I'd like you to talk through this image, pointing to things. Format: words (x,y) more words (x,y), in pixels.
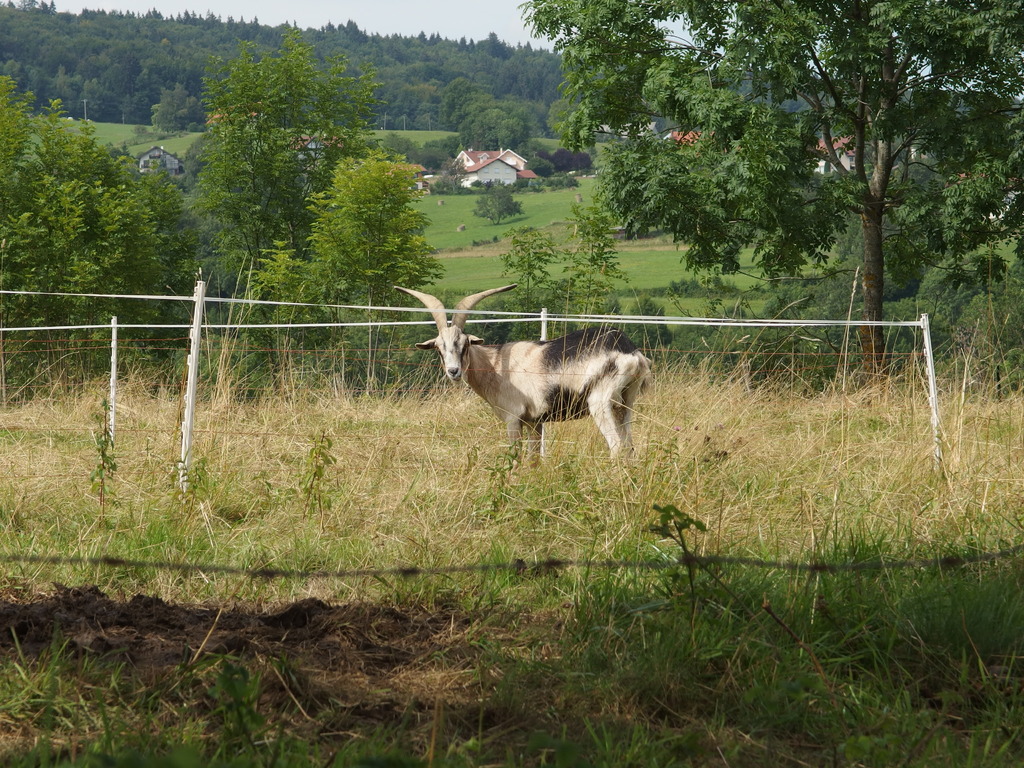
In the center of the image (565,397) we can see an animal (547,392) on the ground (467,471), a group of poles (198,316). In the background (151,316), we can see some buildings (462,182), groups of trees (492,118) and sky (480,14).
